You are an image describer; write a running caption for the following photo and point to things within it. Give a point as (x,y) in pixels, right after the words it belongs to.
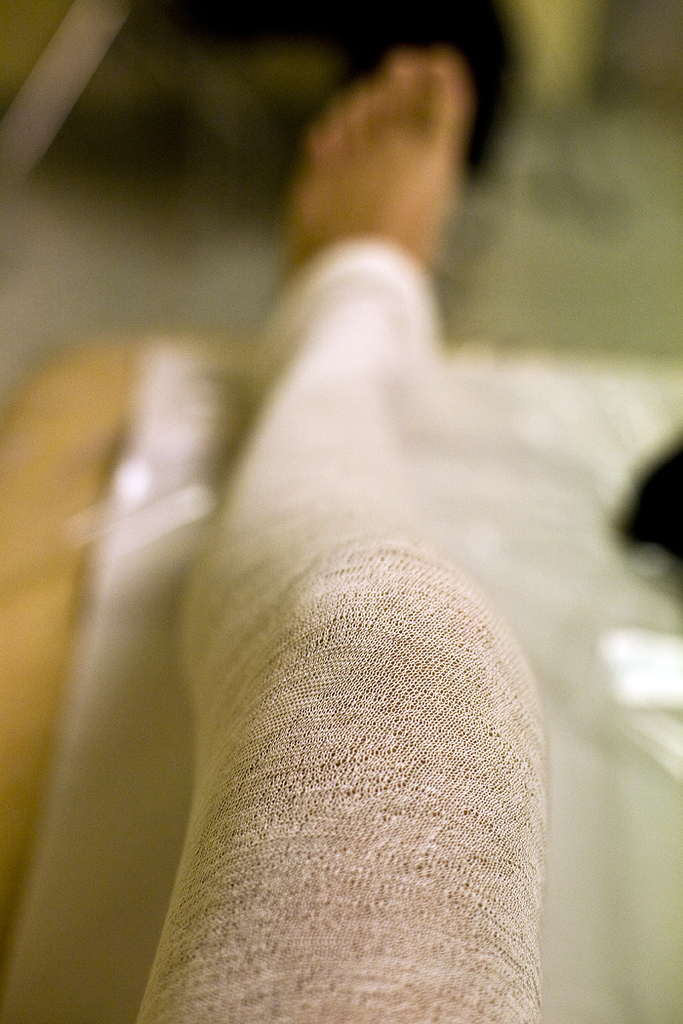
In the picture I can see a person's leg (504,739) wearing white color pant (315,739) is placed on the surface (122,832). The background of the image (17,267) is blurred.
